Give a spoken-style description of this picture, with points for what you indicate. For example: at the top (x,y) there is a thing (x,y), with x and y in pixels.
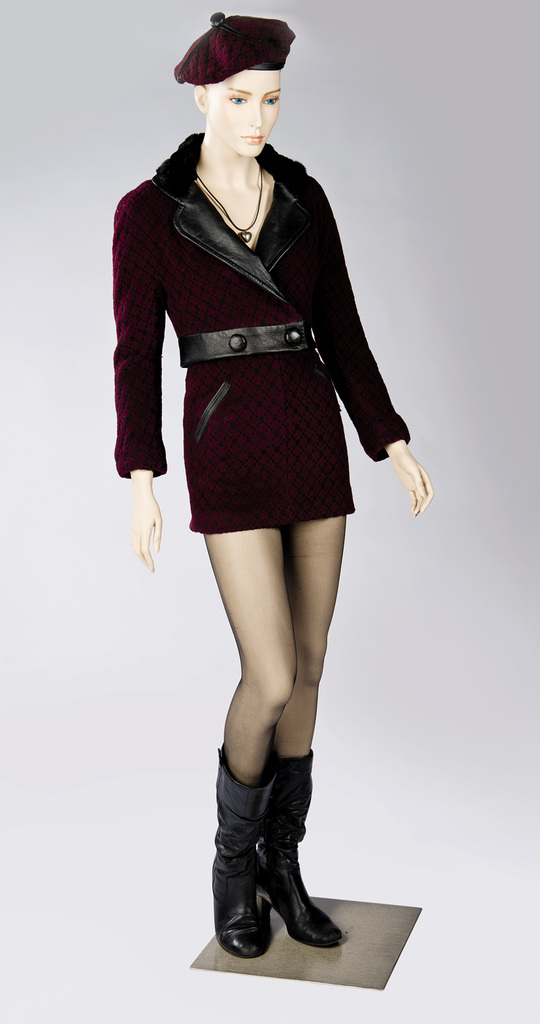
In the picture we can see a woman mannequin (199,90) with burgundy dress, cap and black shoes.
